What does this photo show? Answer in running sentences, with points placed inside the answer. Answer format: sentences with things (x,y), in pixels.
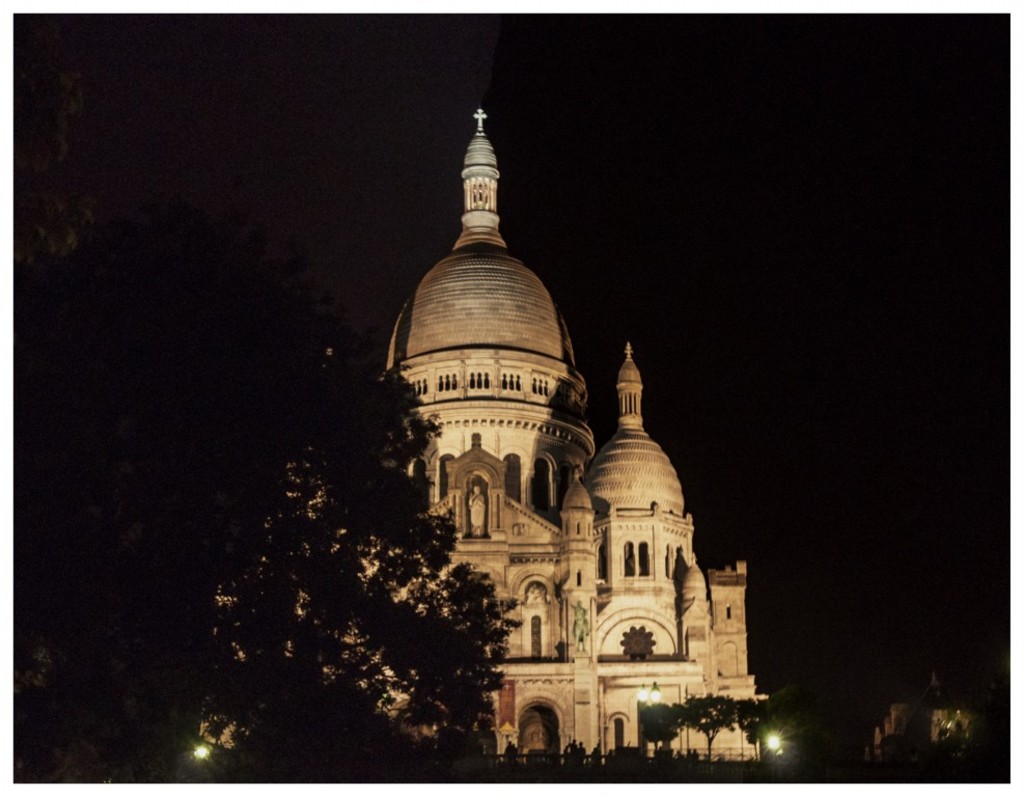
In this image we can see the church (515,467), trees (460,681) and also the lights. We can also see the people (575,745) and the background of the image (269,27) is in black color.
